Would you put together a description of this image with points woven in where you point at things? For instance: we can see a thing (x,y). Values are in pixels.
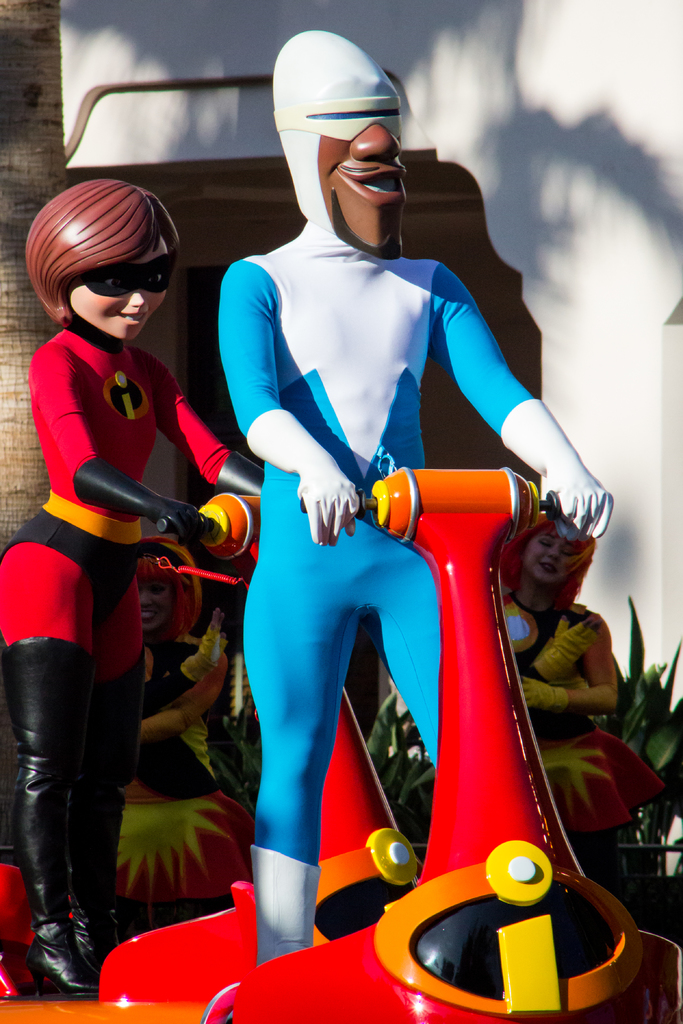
In the center of the image (379,587) we can see toys (48,396). In the background (166,545) there are ladies (544,656) standing and we can see a wall (408,88) and a tree (21,142).
